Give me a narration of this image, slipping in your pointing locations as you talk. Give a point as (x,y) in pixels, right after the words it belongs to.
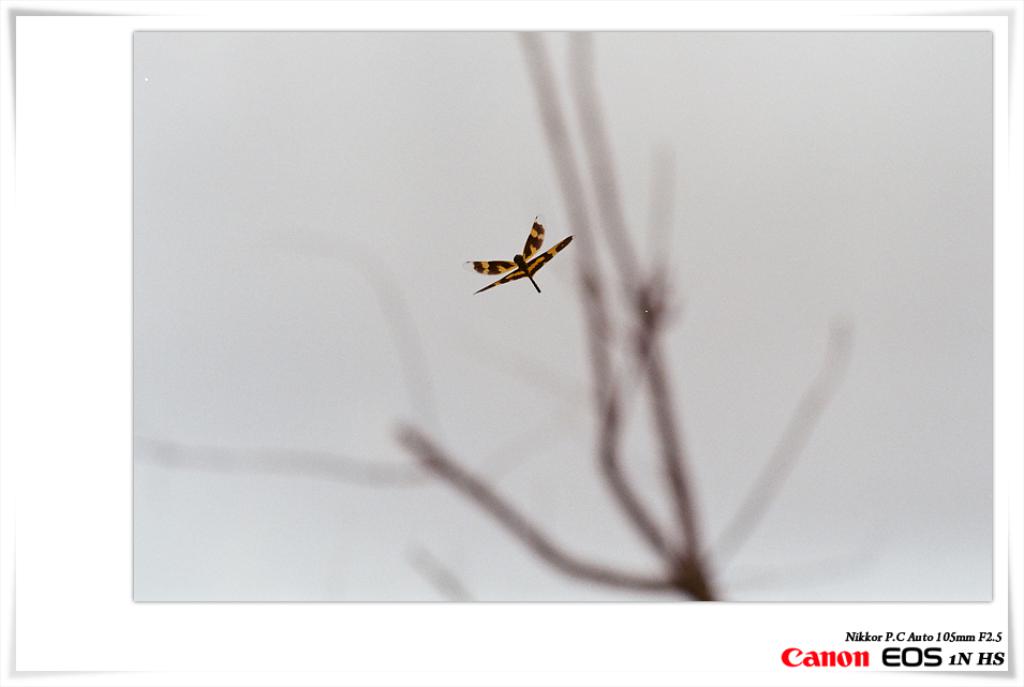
In the image we can see an insect (494,272), black and yellow in color. These are the branches (650,532) of tree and a sky (500,253).
